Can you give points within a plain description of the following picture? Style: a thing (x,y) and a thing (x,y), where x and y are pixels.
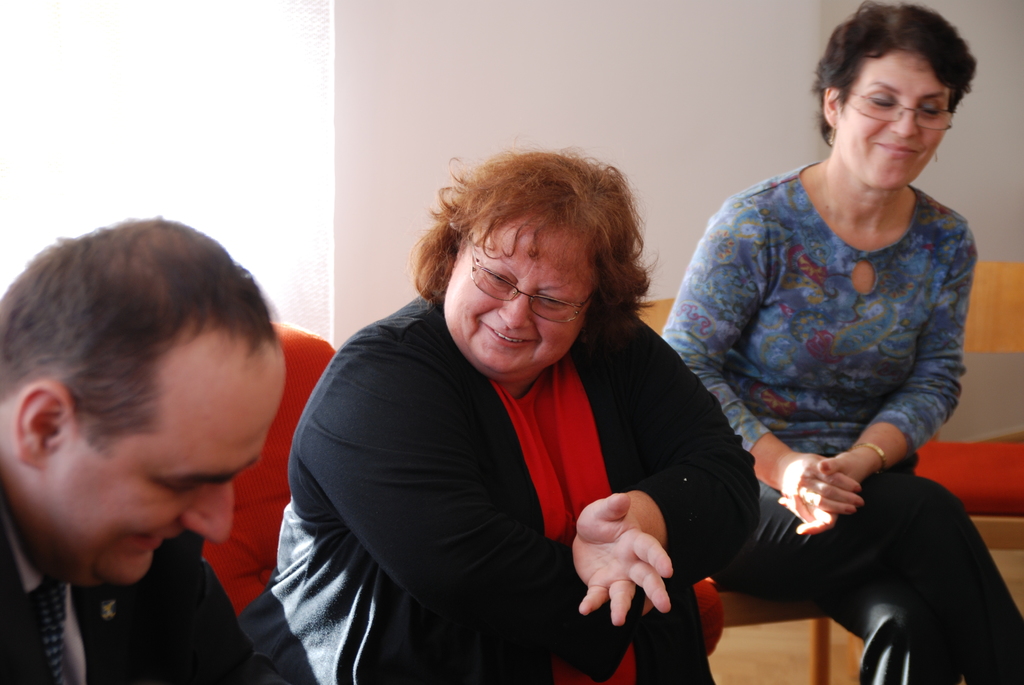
In this image there are three people (565,538) in the middle (504,430). On the right side (840,401) there is a woman (872,372) who is sitting on the chair (771,603). In the background (626,142) there is a wall (618,105). Behind them there is a chair (1010,292). On the left side (155,504) bottom there is a man (74,535).
